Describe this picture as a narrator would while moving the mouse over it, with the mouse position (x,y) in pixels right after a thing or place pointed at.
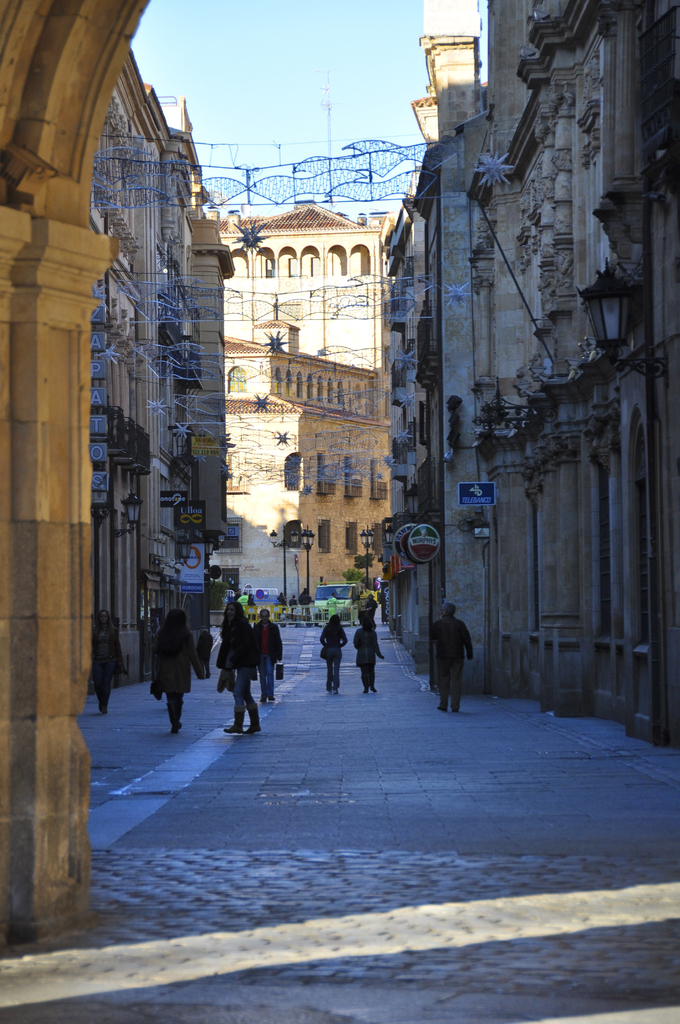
There are many people (253,659) walking around the street (310,655). this is the decoration (263,360) on big buildings (519,331). The sky (275,83).
